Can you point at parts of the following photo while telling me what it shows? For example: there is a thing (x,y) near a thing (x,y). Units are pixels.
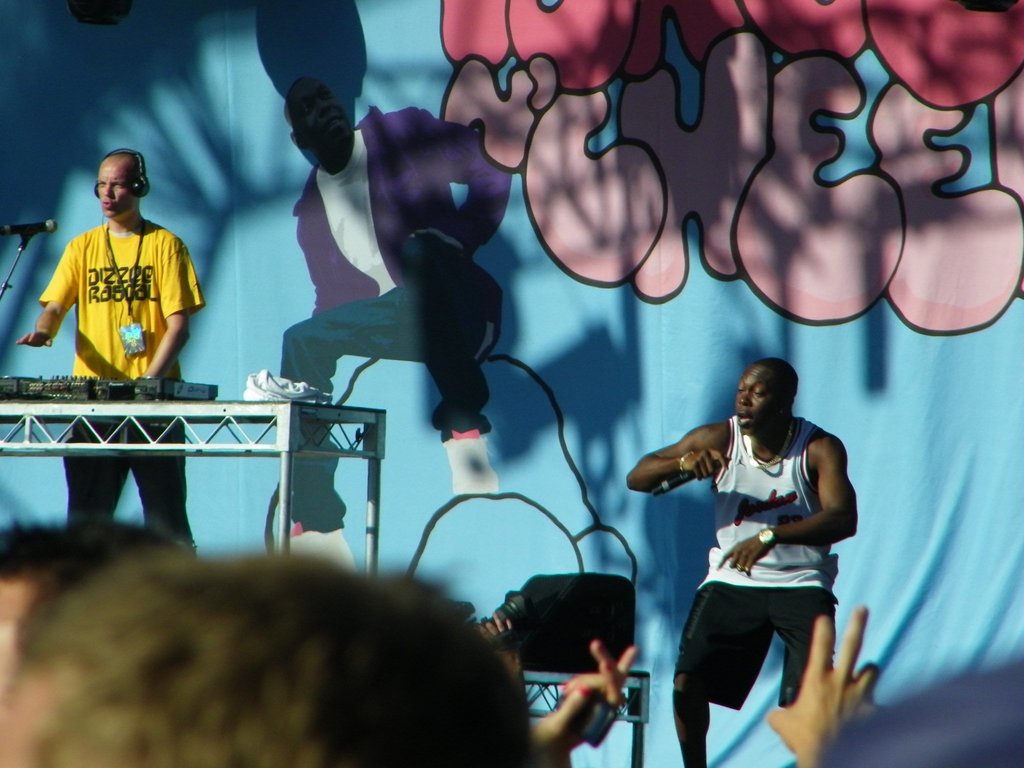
In this image there is a person (738,521) holding the mike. Beside him there is another person (128,293) wearing a headset (129,149) standing in front of the table (169,453). On top of it there is a mike (37,223) and there a few other objects (125,388). In front of them there are a few people (491,645). In the background of the image (503,316) there is a painting (525,236) on the wall (562,324).
